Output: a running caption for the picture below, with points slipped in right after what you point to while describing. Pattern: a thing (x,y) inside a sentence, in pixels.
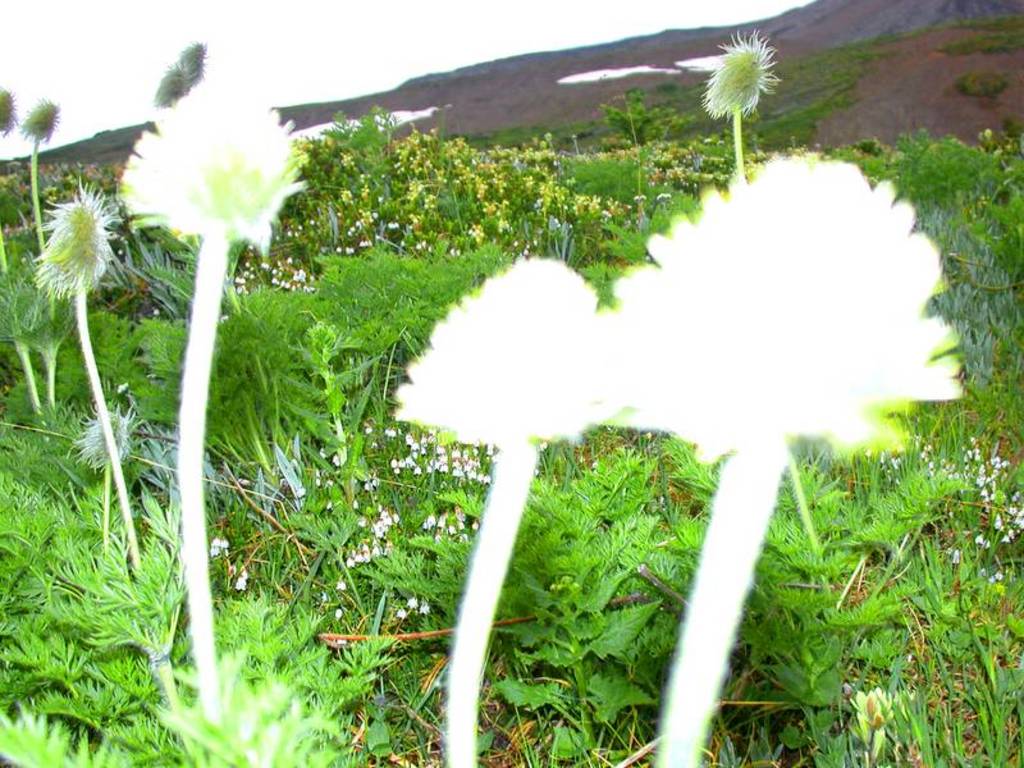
In the picture we can see plants (973,414) and flowers (605,375). In the background (164,36) there is sky (530,52).
